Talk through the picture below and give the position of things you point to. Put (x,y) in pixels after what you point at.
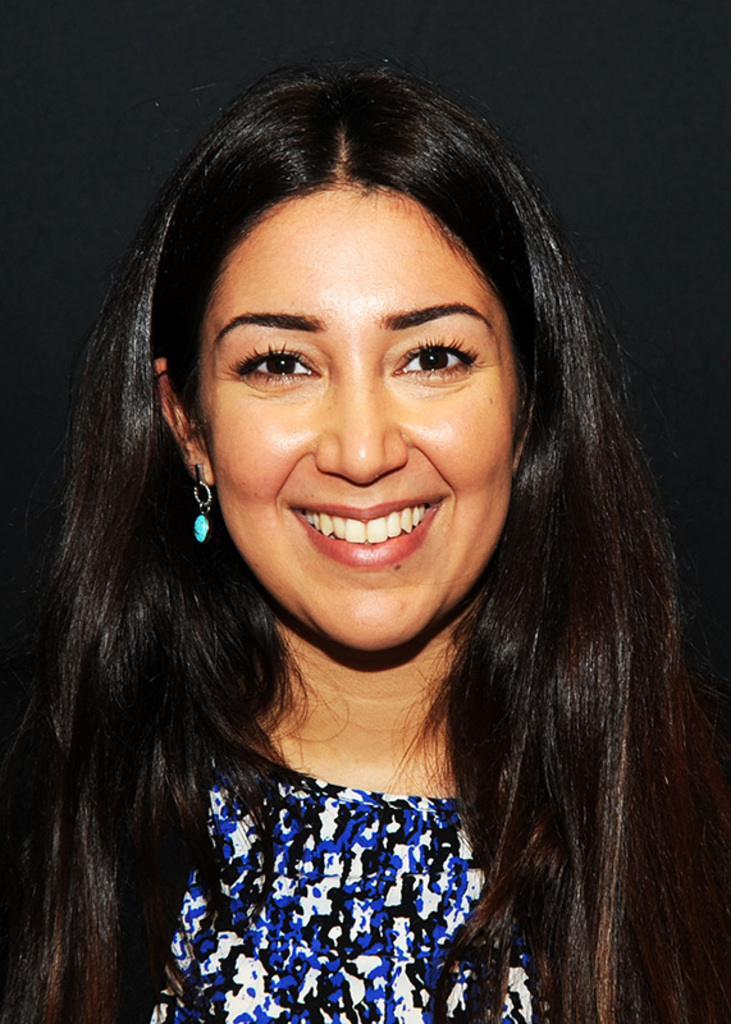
In this image we can see a woman (308,694) smiling.
